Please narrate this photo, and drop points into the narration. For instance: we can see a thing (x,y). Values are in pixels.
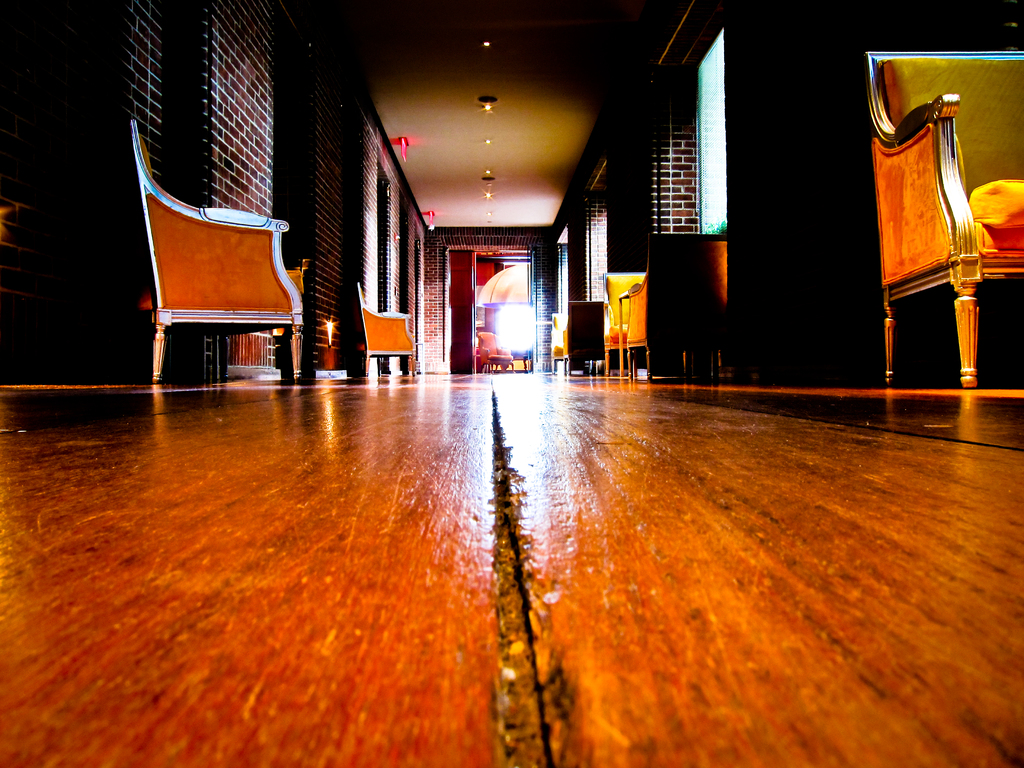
As we can see in the image there are chairs (578,345), windows (382,227), doors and lights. There is brick wall (470,230), candle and wooden floor (597,453).
